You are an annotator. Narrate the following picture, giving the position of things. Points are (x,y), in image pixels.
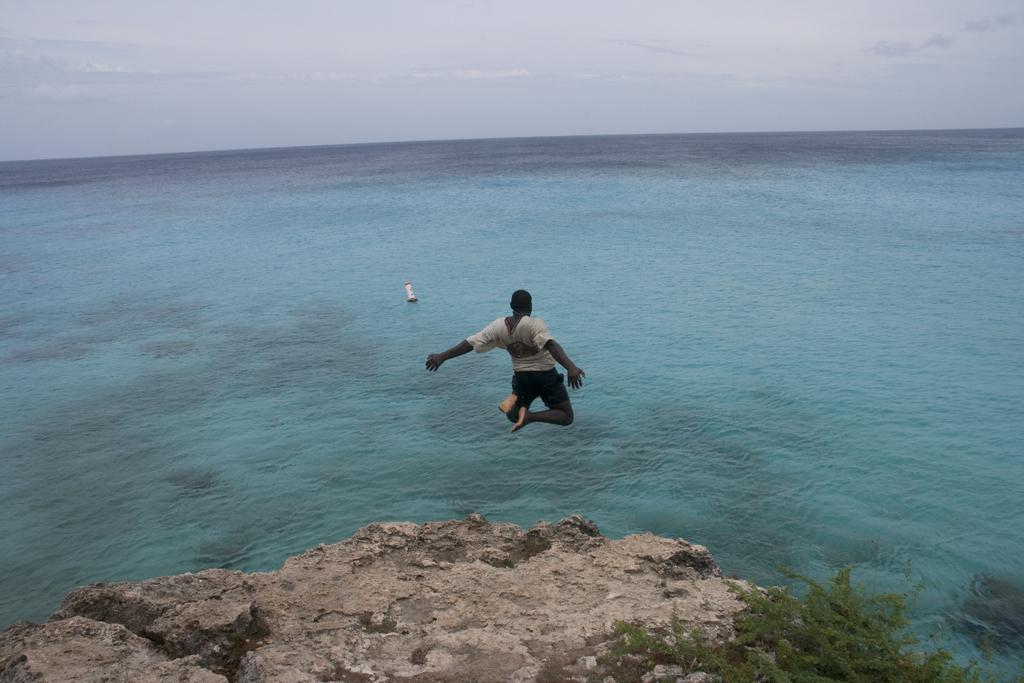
In this picture we can see a man (572,416) in the air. At the bottom portion of the picture (635,663) we can see a plant (871,667) and the rock surface (466,636). We can see a white object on the water (460,286). In the background (544,69) we can see clouds (539,76) in the sky (496,89).
